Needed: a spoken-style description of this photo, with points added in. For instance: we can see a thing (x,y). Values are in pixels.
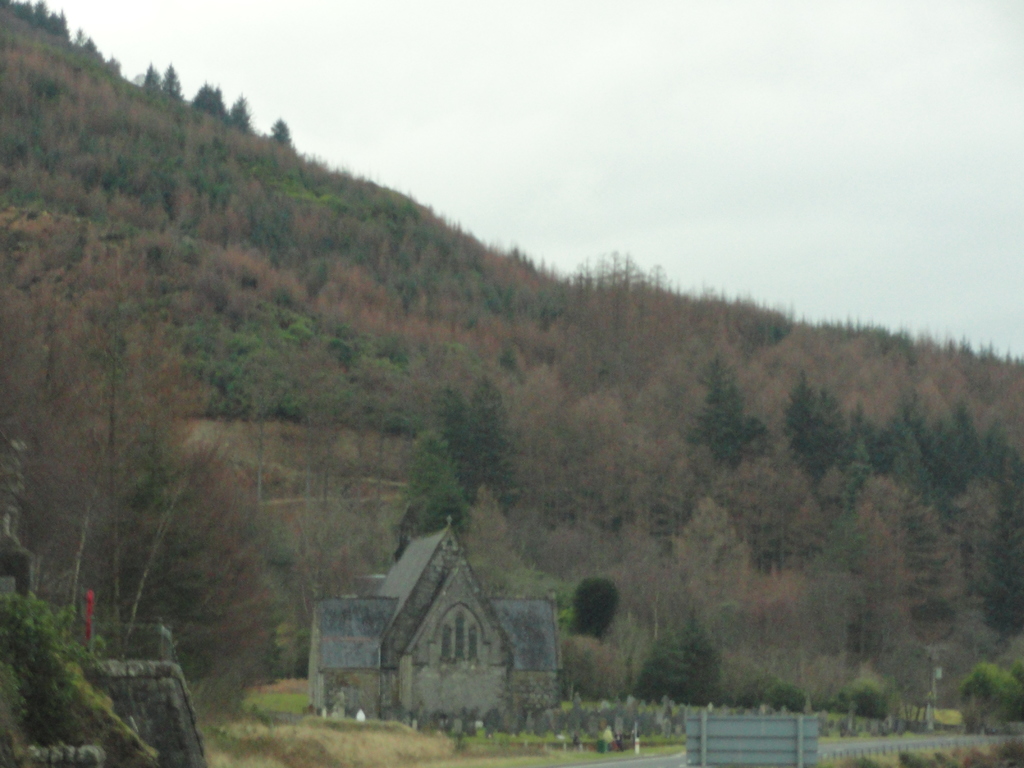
In this image I can see the building (480,676). In the background (554,385) I can see few trees (575,420) in green color and the sky (568,131) is in white color.
